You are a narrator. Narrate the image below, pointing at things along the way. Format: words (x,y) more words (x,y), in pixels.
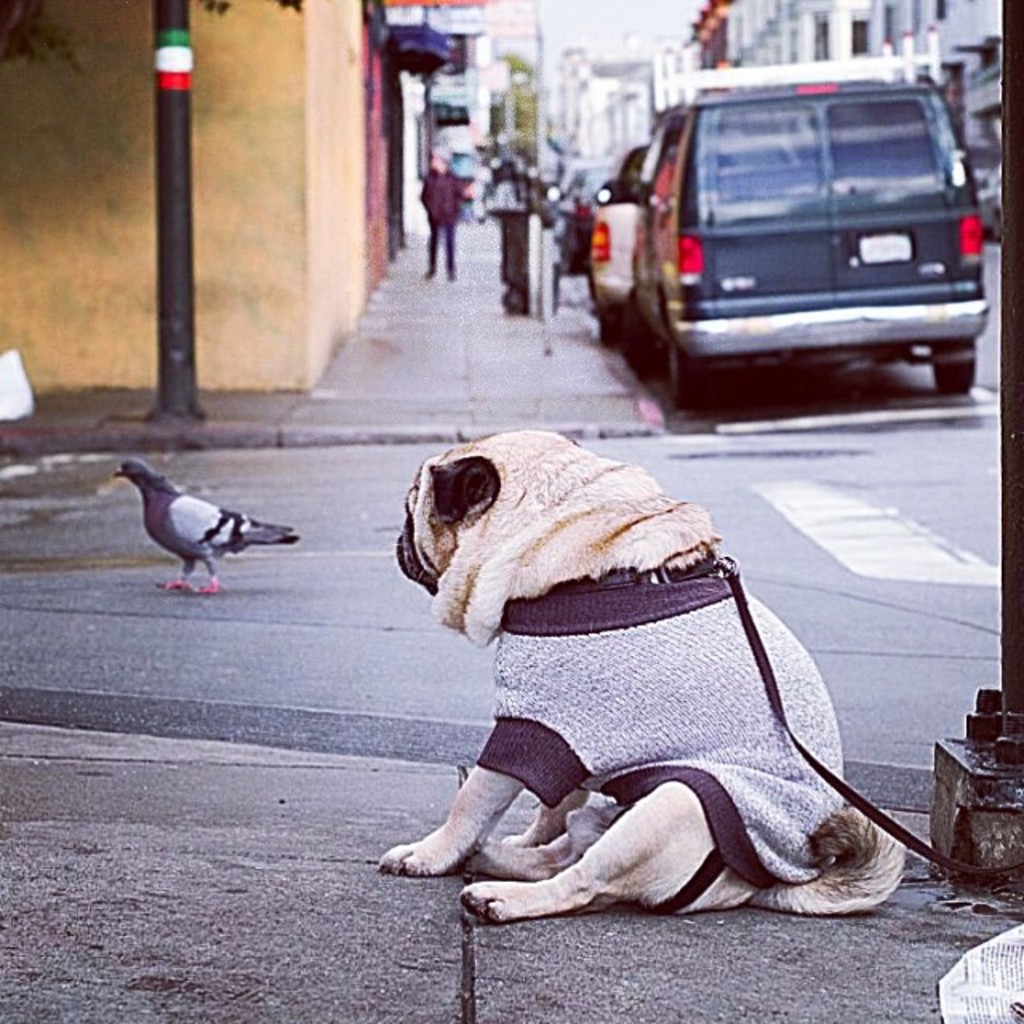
In the foreground of this image (593,661), there is a dog (614,788) with a belt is sitting on the pavement (506,966) and also a bird (188,498) on the road (316,622). In the background (699,209), there are few vehicles (805,224) on the road (696,425), a person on the side path (441,325), few buildings (577,68) and the sky (621,12). We can also see a pole (160,148) on the left (169,211).
